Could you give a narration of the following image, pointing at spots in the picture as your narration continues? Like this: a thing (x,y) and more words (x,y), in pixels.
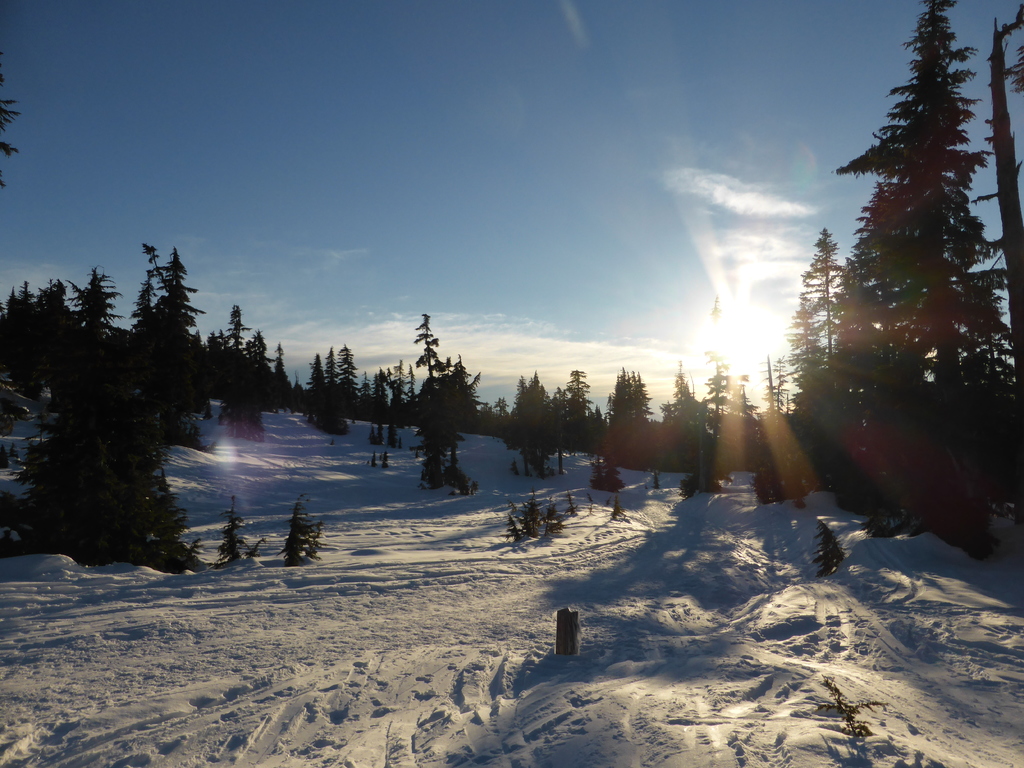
In this image we can see many trees (830,446). There is a sun (741,372) in the sky (573,112). There is a blue and a slightly cloudy sky (559,102) in the image. There is a snow (440,637) in the image.
